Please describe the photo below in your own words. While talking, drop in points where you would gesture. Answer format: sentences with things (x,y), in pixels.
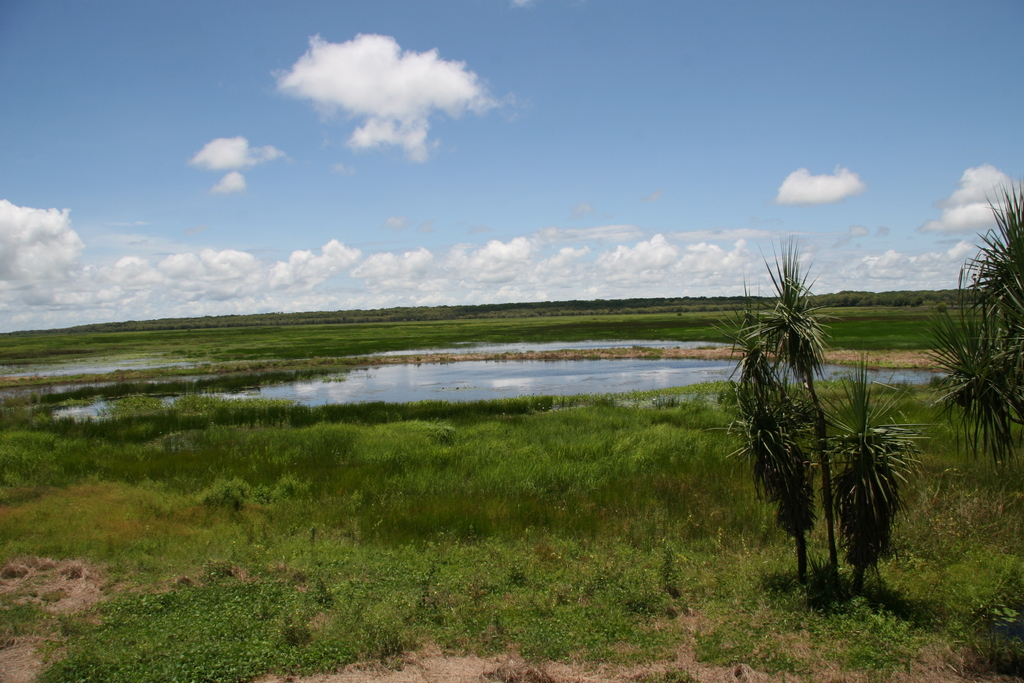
In this picture we can see trees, grass (369,578) on the ground (675,555), here we can see water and in the background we can see sky (968,7) with clouds (863,290).
